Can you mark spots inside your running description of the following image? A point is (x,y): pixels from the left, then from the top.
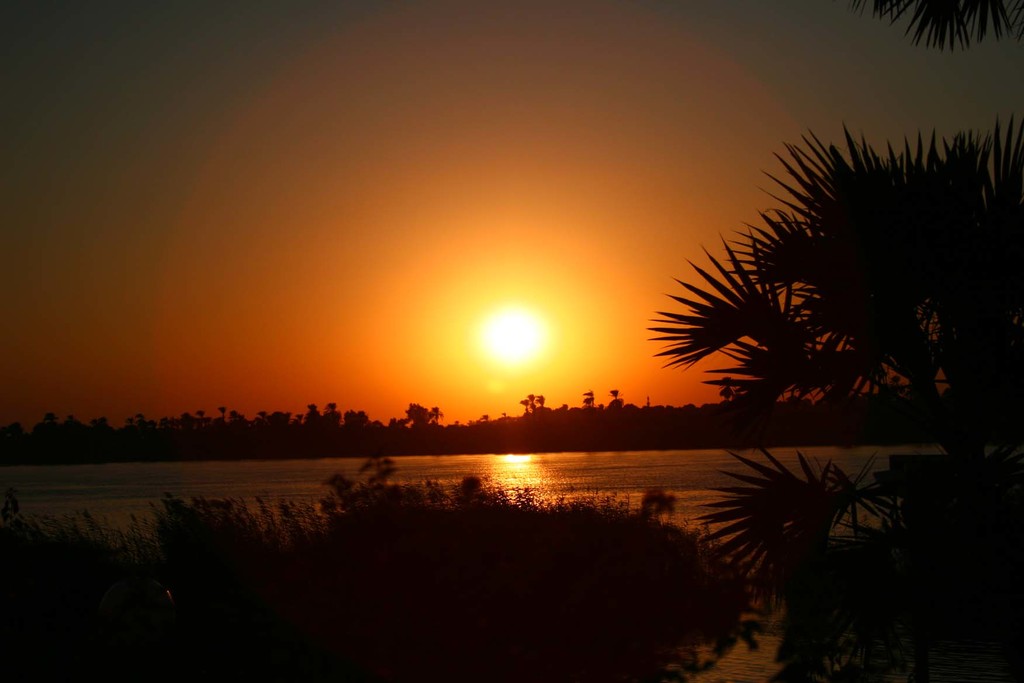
In the picture we can see some plants (454,561) and trees (994,388) beside it and behind it, we can see water (39,483) and far away from it, we can see full of plants (61,445) and sky (559,401) with sun (512,359).
